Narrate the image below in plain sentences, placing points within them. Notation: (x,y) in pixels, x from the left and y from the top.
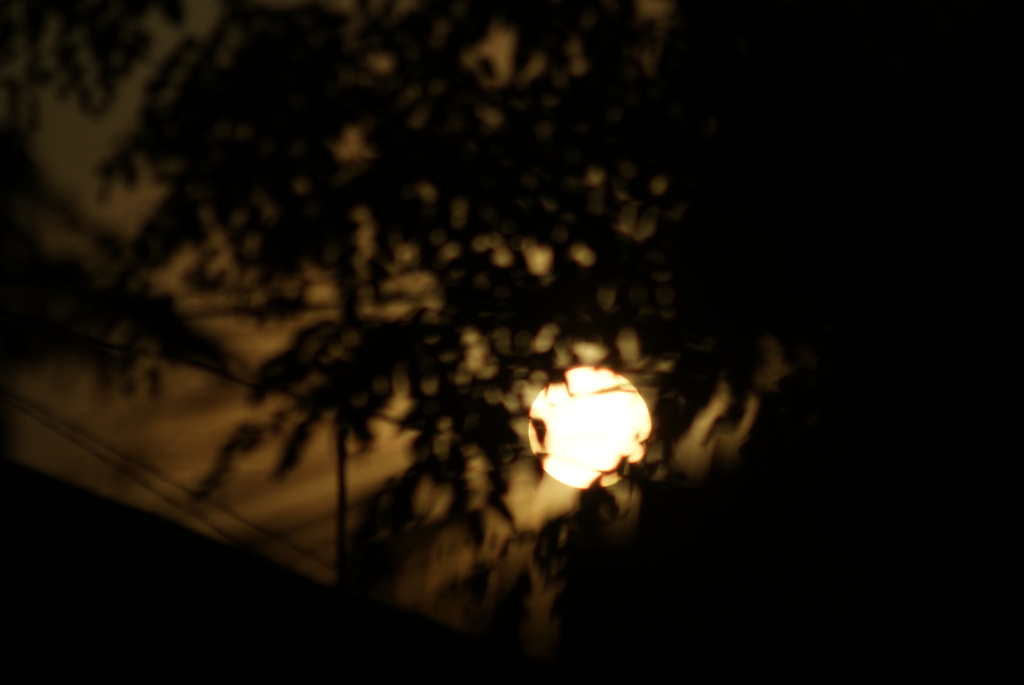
This is a dark image, we can see a tree (541,365) and there is a moon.
